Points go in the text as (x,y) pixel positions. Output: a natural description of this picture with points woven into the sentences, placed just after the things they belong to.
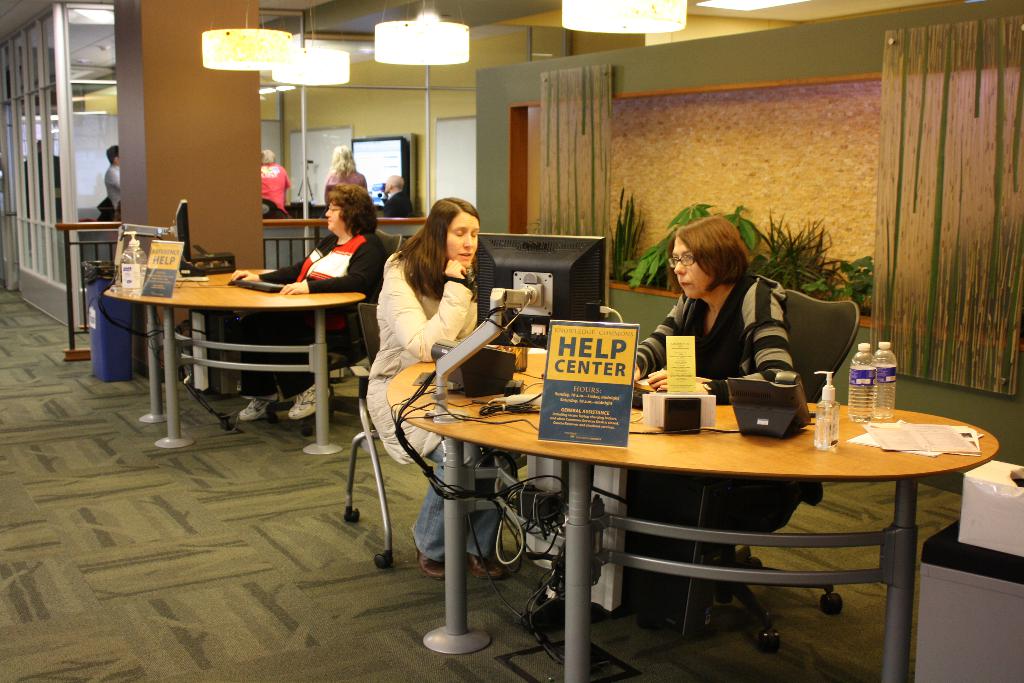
In the middle of the image (464,430) there is a table (919,415) on the table (846,415) some bottles (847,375) and there is a screen (519,328). Surrounding the table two people (375,380) are sitting. Behind them there is a wall (776,205) and there are some plants (774,233). At the top of the image (618,19) there is a roof (710,25) and lights (254,46).
